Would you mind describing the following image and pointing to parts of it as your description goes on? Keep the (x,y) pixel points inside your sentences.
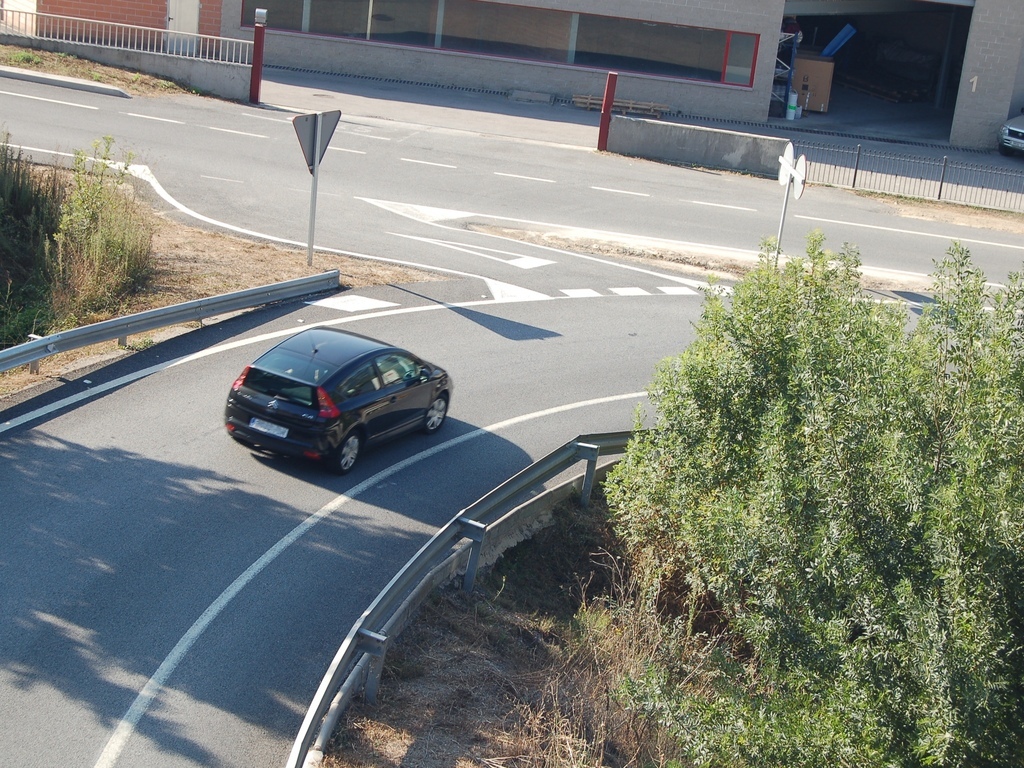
This picture is clicked outside the city. In this picture, we see a black car (350,442) moving on the road (258,583). On either side of the road (242,226), we see trees (636,553) and caution boards (324,118). In the background (807,159), we see an iron railing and the building (765,76). On the right side (1005,144), we see a car (1000,130) parked. Beside that, we see a carton box (818,98).
